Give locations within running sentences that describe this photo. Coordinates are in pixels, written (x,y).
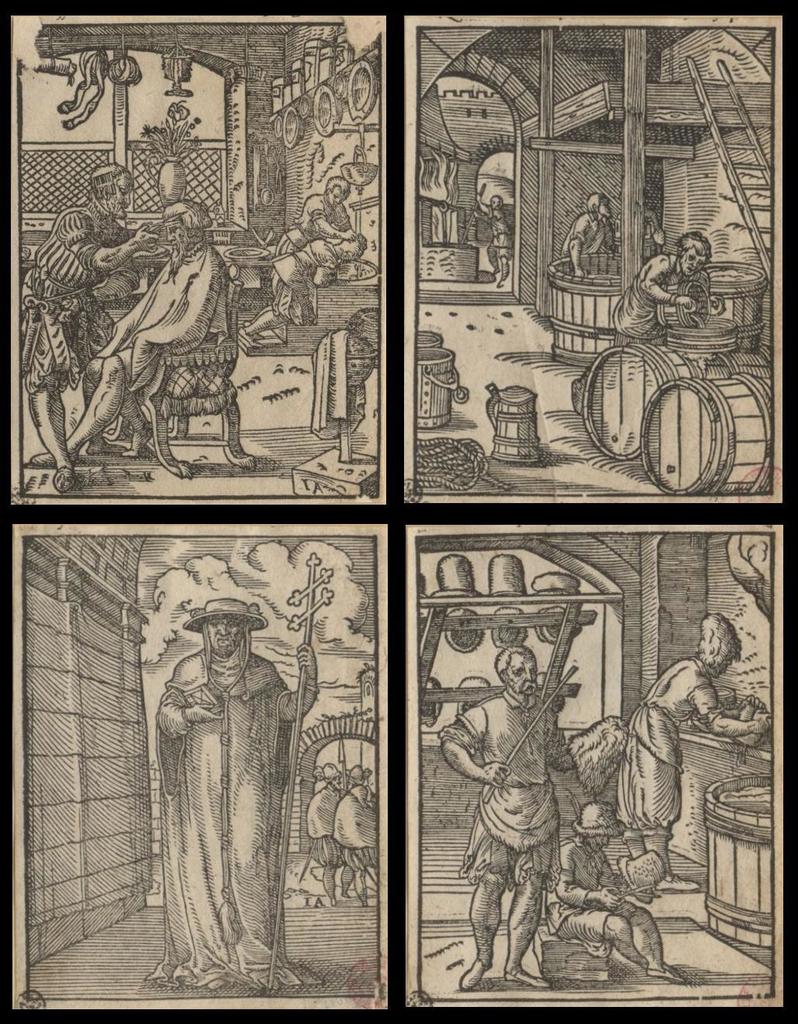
This is a black and white image. In this image we can see collage pictures (410,812) of drawings (544,833) of a person's (545,815).
